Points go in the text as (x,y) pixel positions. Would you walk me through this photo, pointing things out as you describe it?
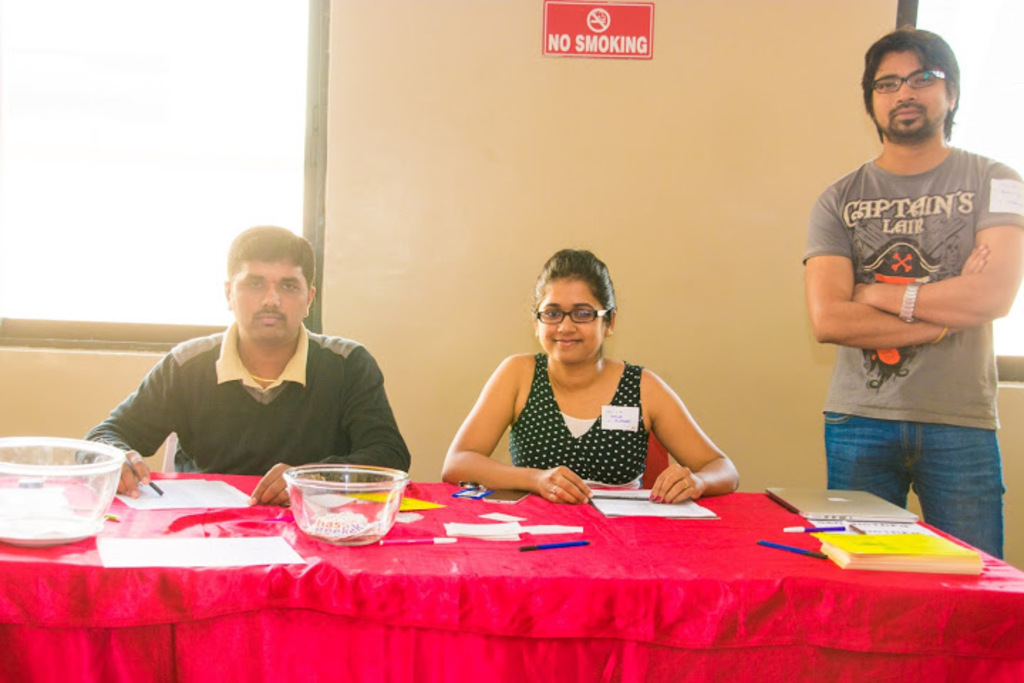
In the image we can see three person (515,381). Two of them are sitting and one is standing. There is a table (682,544) in front of them on which there is a red cloth (682,619), this is a bowl (320,518). These are the marker pens (776,545) and there is a window (175,129) back of them.
